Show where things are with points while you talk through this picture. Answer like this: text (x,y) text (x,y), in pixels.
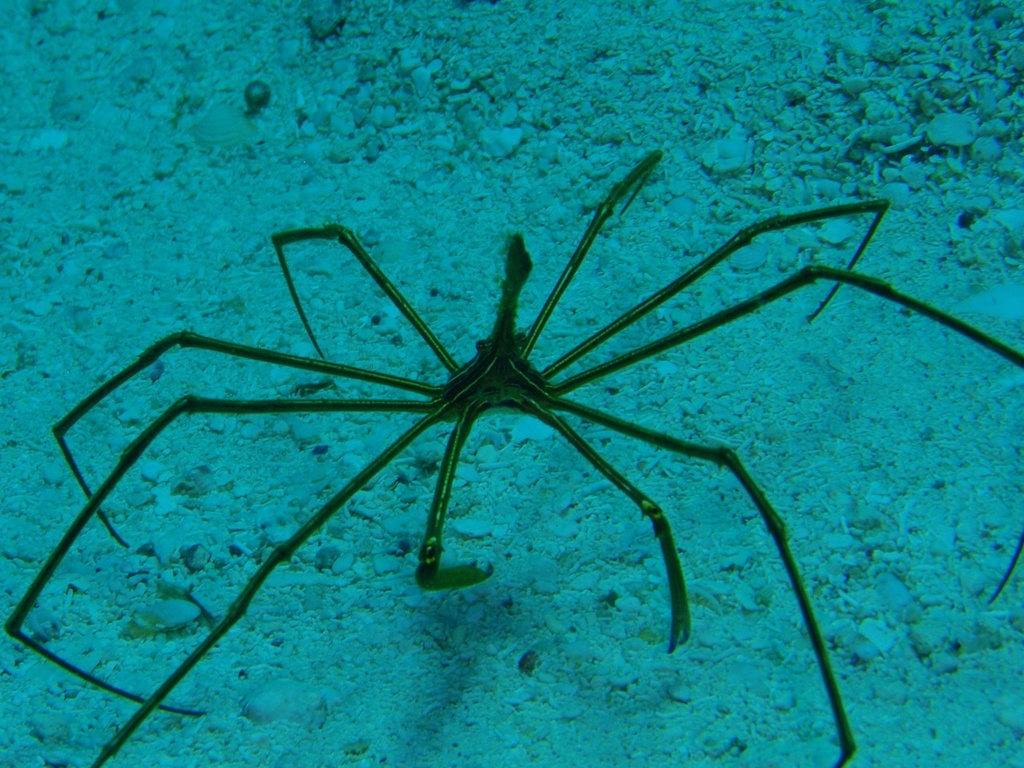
This image is taken under the water (467,480). In the center of the image (451,400) there is a water animal (482,380). At the bottom of the image (409,701) there are stones (506,712).
